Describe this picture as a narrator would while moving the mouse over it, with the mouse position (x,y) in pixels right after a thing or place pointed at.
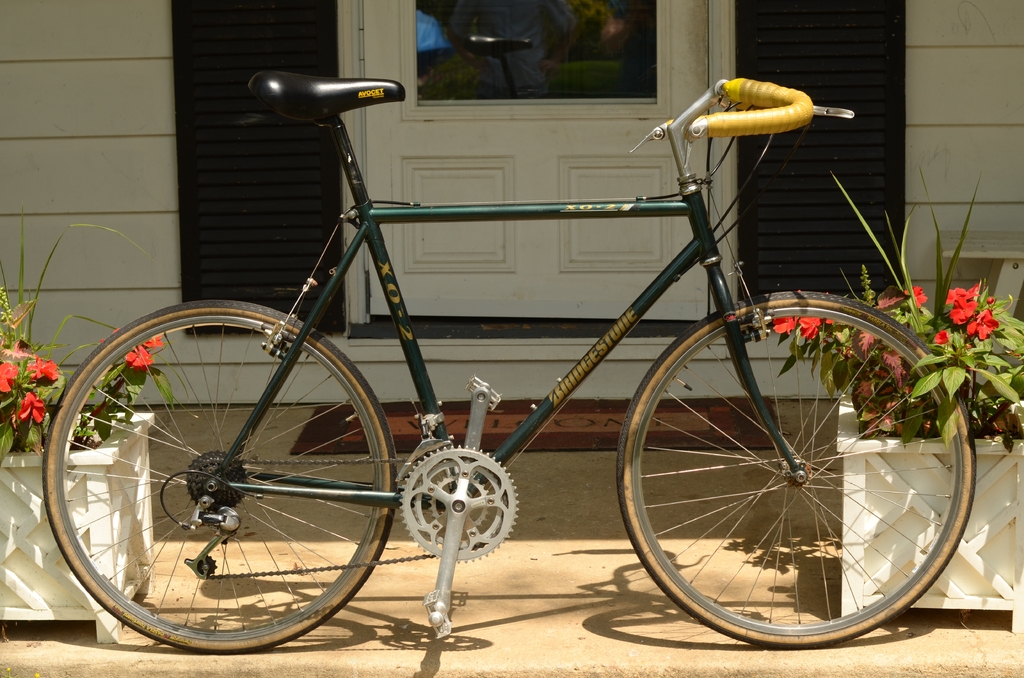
In the middle of the image (466,442) there is a bicycle (54,460). Behind the bicycle (64,443) to the left (34,498) and right side of the image (902,422) there are white pots (902,447) with plants (905,372) and red flowers (13,369). In the background (69,368) there is a white wall (923,52) with glass door (542,160).
